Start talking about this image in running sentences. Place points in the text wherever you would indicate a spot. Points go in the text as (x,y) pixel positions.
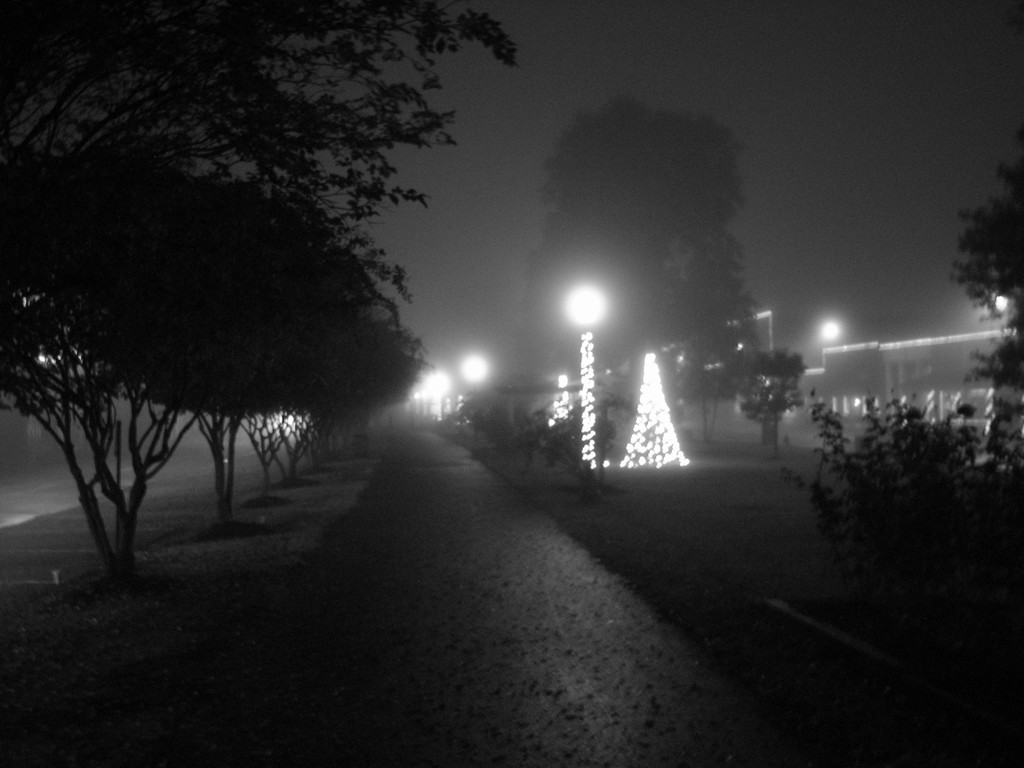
In this image we can see there are trees (564,422) and ground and in between the trees (552,412) there are lights (559,392). And at the back (898,388) we can see the building (812,382). And the sky (810,181) in the background (815,111).
